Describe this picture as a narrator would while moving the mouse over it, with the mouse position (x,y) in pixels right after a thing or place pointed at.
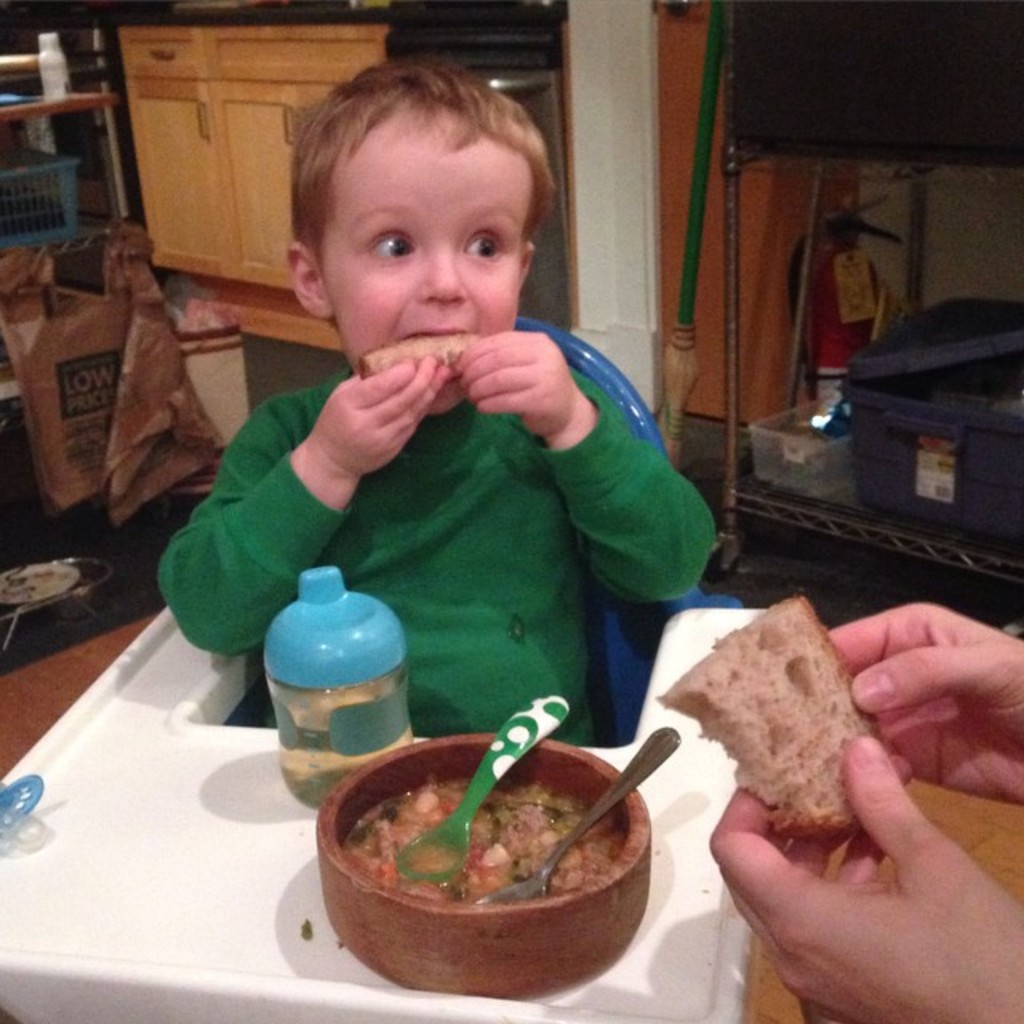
In this image there is a kid (405,525) wearing green color shirt (391,514) having some bread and in front of him there is some food item (398,844) and baby sipper (367,726).
